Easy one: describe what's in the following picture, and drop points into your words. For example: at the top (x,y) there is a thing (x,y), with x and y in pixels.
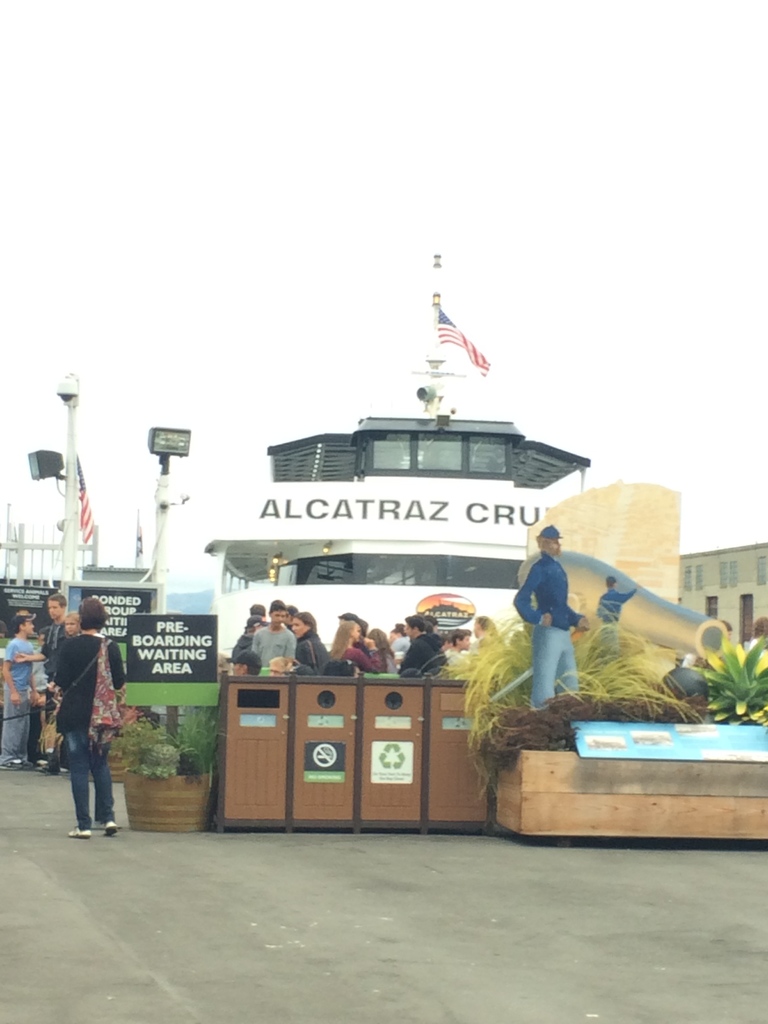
In this image we can see people (425,618) standing on the road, mannequins (548,631), information boards (189,702), plants (193,764), electric lights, flag (446,322), buildings (724,591) and sky (419,362).
